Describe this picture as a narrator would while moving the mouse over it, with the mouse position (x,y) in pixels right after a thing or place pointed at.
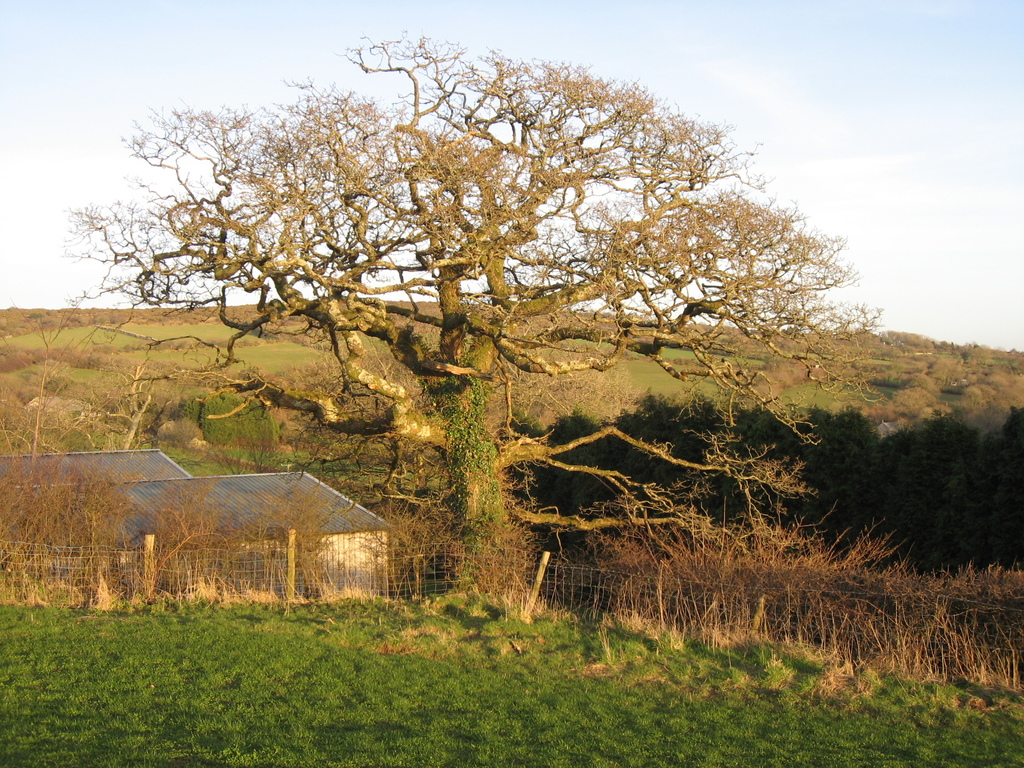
In this image there are trees (507,362) and also grass (379,699). Image also consists of fence (171,562) with poles (290,552). Sky (834,36) is also visible.
